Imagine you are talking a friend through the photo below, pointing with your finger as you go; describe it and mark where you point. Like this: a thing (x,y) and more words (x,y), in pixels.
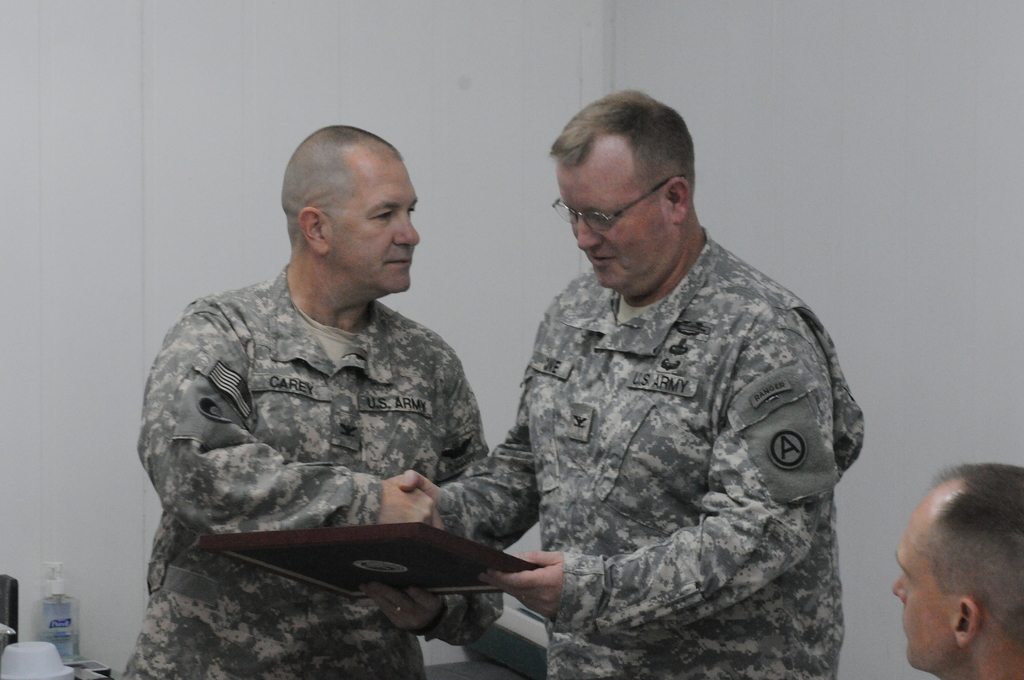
In the image there are two men (345,349) standing in camouflage dress (652,423) and holding a book (411,525), on the left side (62,670) there is a table (91,669) with sanitizer (49,595) and bowls (22,656), on the right side (953,604) there is head (954,513) of a man (943,596) visible and behind it's a wall (580,60).
